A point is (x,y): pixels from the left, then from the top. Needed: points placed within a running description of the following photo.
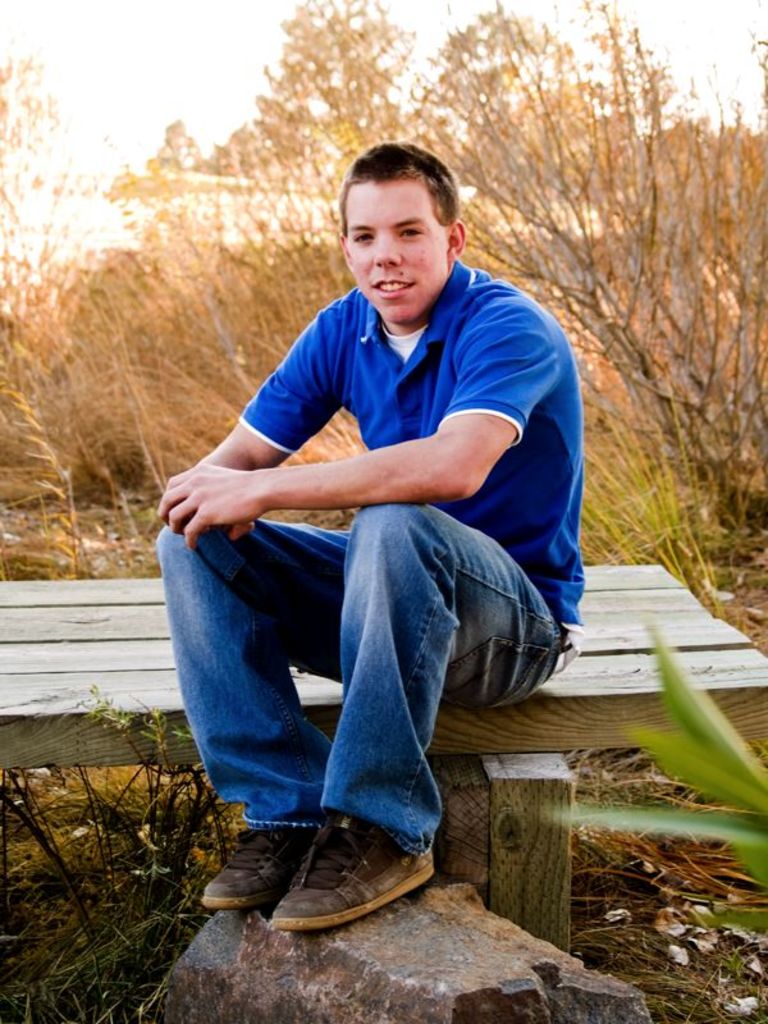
In this image we can see a man (441,646) sitting on the bench (314,677) by placing his feet (390,882) on the stone (369,917). In the background (228,28) there are trees (526,193) and sky (270,31).
